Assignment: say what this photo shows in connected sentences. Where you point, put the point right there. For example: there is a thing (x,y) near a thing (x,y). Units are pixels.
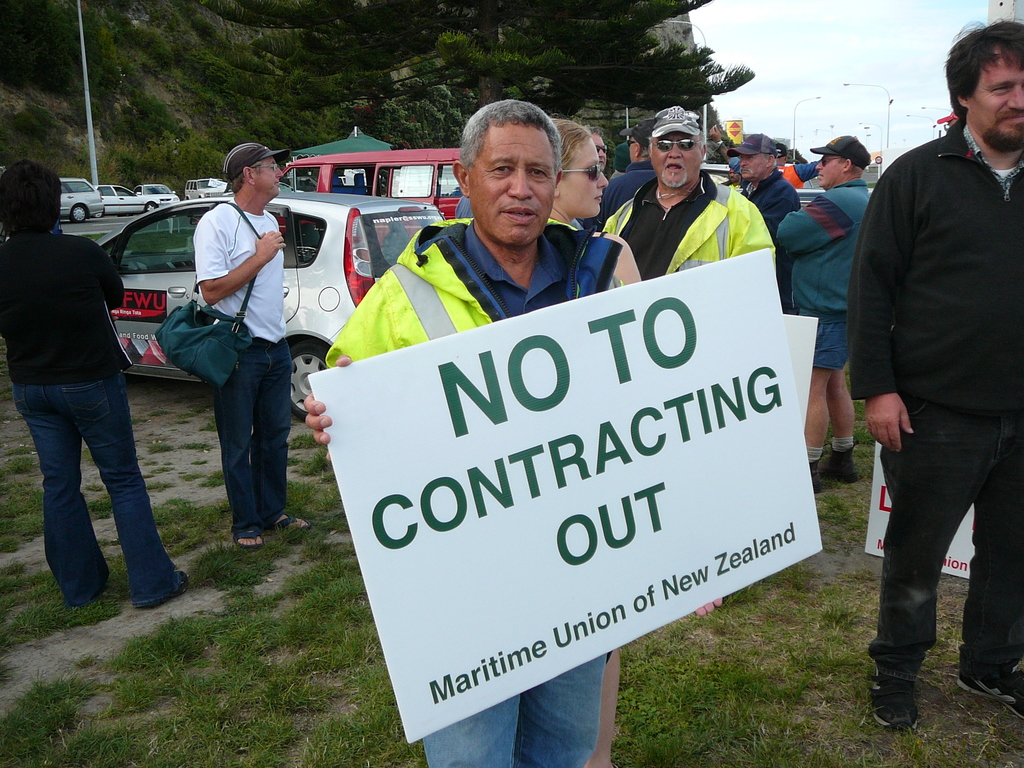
In the center of the image (497,301) we can see one person (507,288) standing and he is holding a banner (441,486). On the banner (542,508), it is written as "No To Contracting Out". In the background (744,22), we can see the sky (761,47), clouds (812,51), trees (407,39), vehicles (311,334), poles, grass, sign boards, banners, few people (63,317) are standing, few people (954,269) are wearing jackets (372,299) and few people (851,189) are wearing caps (690,127).
